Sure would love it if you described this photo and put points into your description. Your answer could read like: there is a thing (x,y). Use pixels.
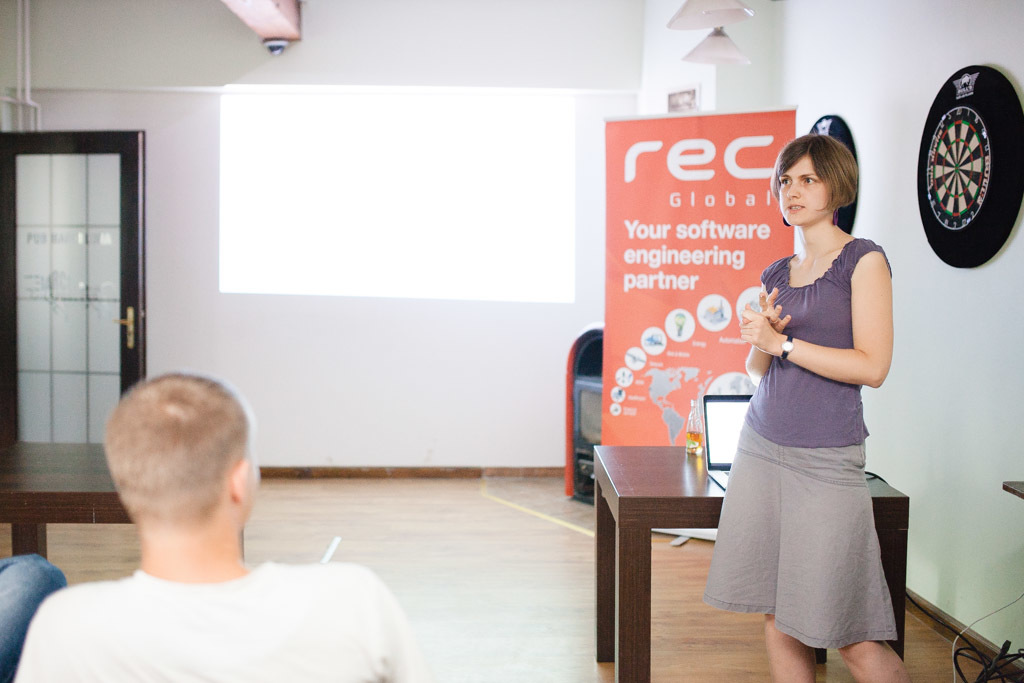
In this image I can see two people (231,477). Among them one person (765,417) is standing. To the right of that person (745,498) there is a table (676,491). On the table (686,458) there is a laptop (733,424). In the background (691,232) there is a banner (649,206) and the door (110,278).
